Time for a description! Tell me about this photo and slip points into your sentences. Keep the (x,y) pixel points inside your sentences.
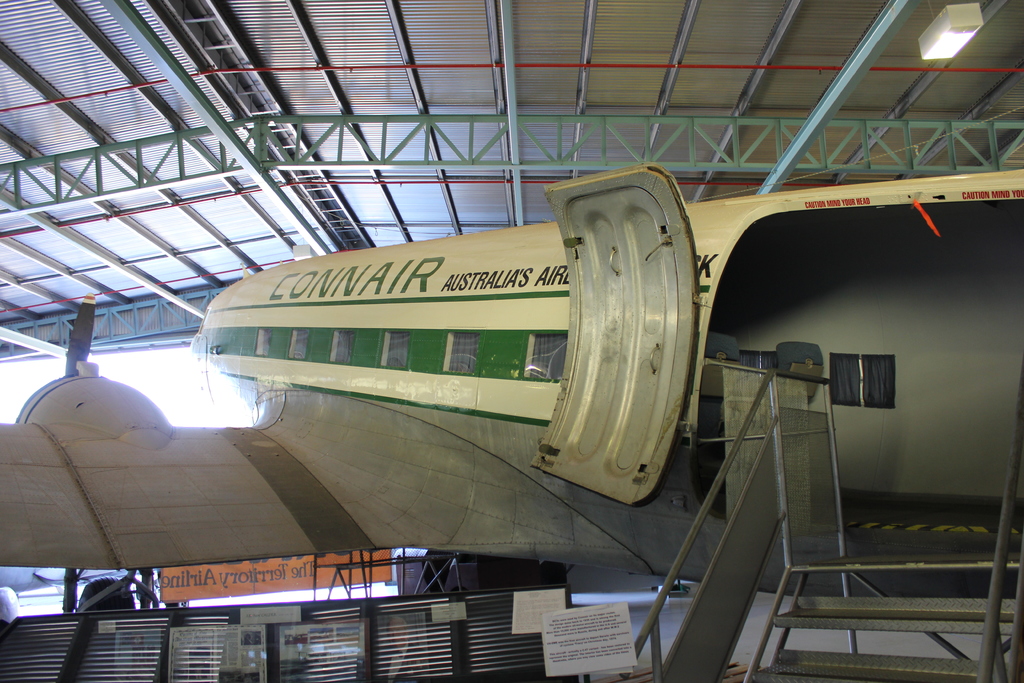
There is a flight (445,395) with windows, steps (878,597), railings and door (609,371). On the flight (600,368) something is written. On the ceiling (220,107) there are iron rods (446,175), aluminium sheets (806,60) and light (956,46). In the background (235,573) there is a board (236,575) with something written on that. Also there are papers (534,617) with something written on that.
